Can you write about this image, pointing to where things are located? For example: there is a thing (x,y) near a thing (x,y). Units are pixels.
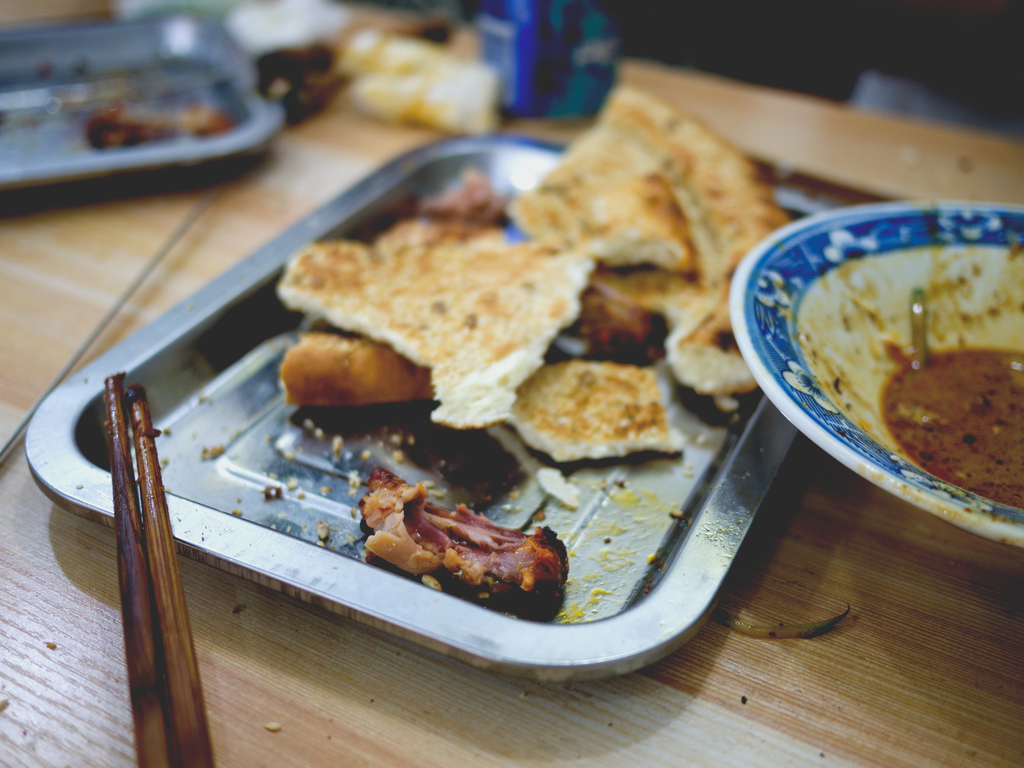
In this image we can see the food items (482,245) in different places and these plates (856,344) are placed on the wooden surface (355,675). We can also see an object (147,504) on the left (166,666).
